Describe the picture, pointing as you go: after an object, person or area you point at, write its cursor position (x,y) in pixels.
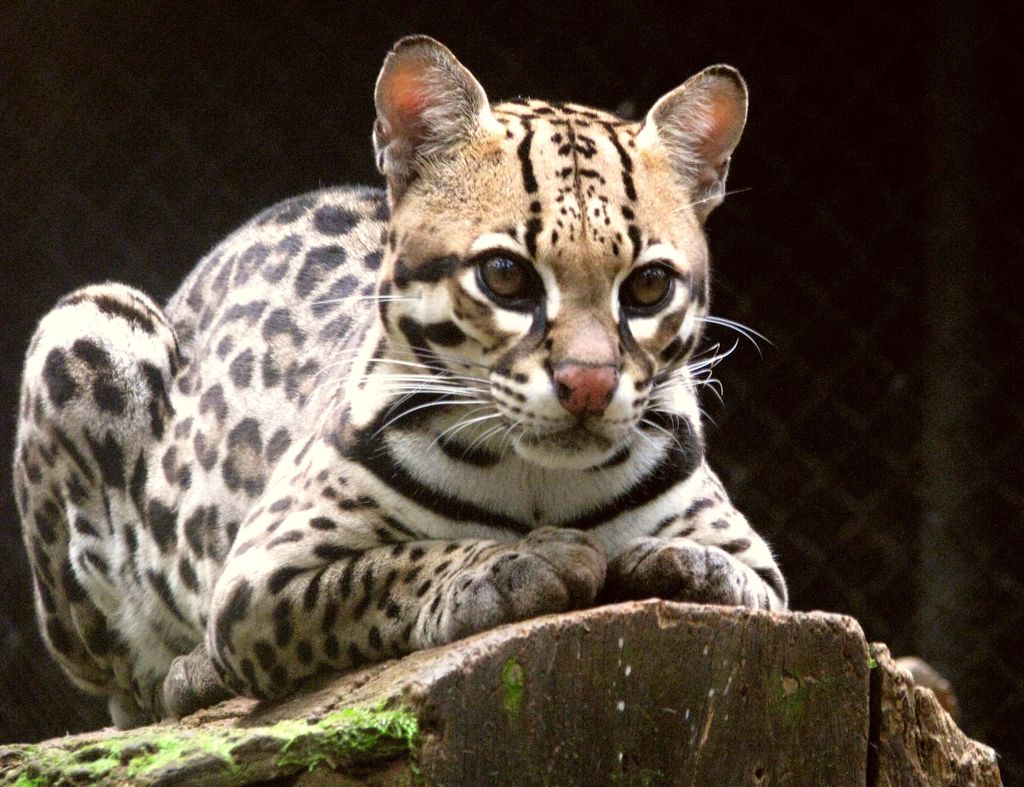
In this picture I can see there is an animal (391,534) sitting on the log (549,681), there is a fence (837,350) in the backdrop (879,197) and it is a bit dark.
